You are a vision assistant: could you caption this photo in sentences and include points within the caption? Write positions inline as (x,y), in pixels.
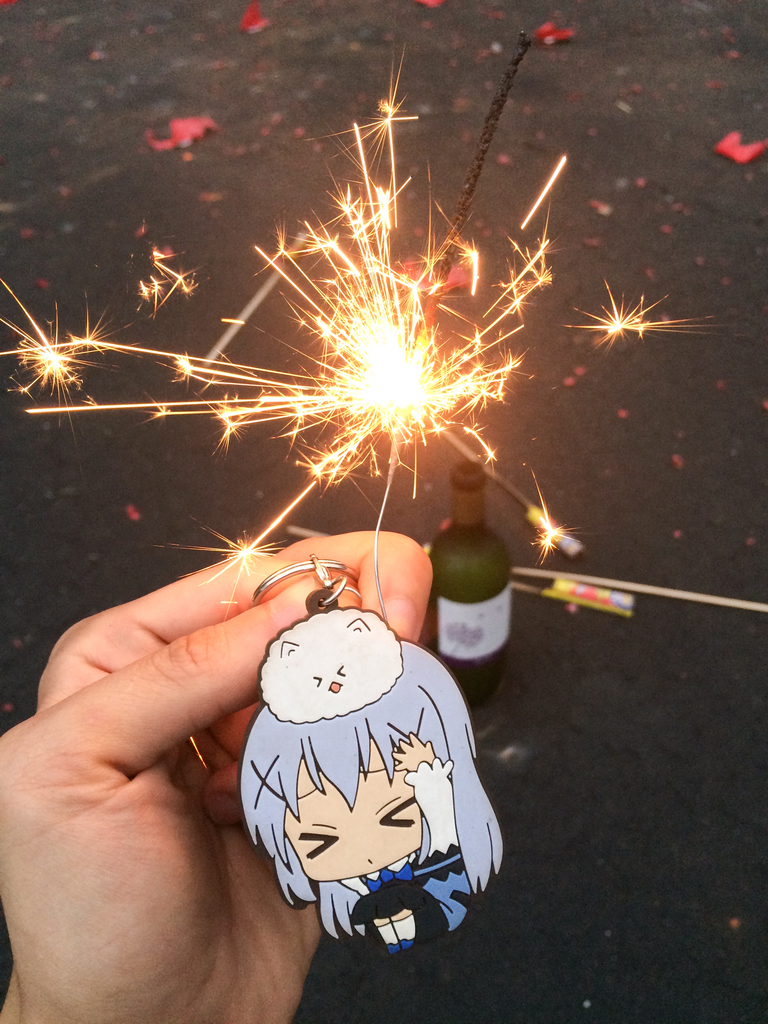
In this picture, we see the hand (153,869) of the person (101,642) holding a cartoon keychain (360,728). Beside that, we see a cracker (332,309) which is lighted. Beside that, we see a green color glass bottle (467,601). In the background (606,520), it is black in color.
